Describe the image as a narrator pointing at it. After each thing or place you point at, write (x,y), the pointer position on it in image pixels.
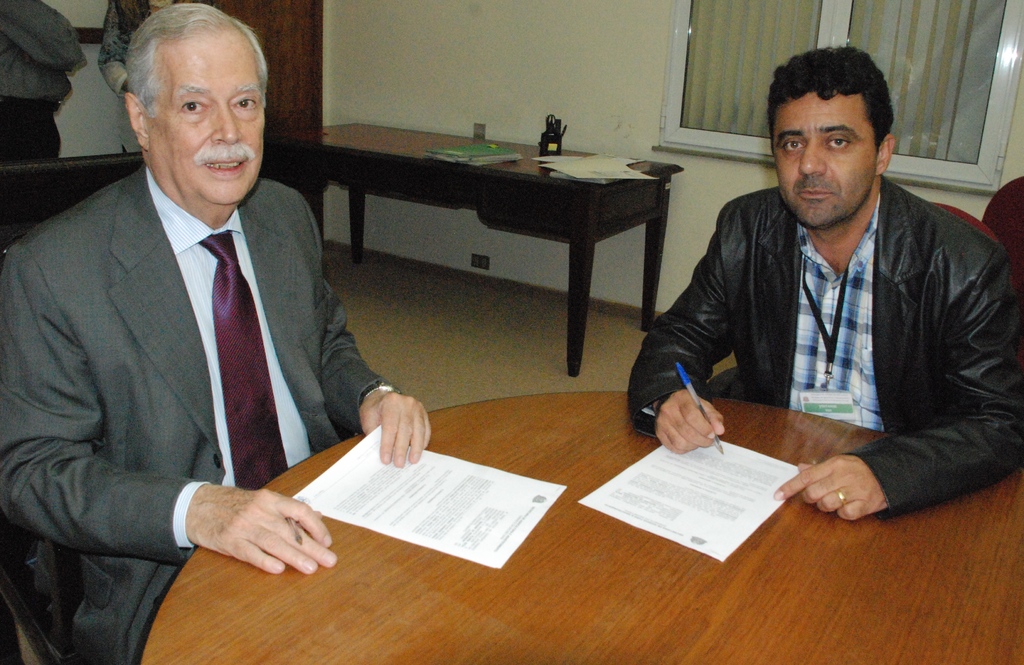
On the background (531,67) we can see a wall (449,77), door (320,21), window (774,33). This is a table (569,211) and on the table (642,202) we can see book (505,152), pages (555,165) and a black colour mug (555,134) and scissors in it. This is a floor (515,323). Here we can see persons (39,47) standing near to the door (266,16). We can see two men (864,337) sitting on chairs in front of a table (467,659) and on the table (386,616) we can see papers (687,525). Both persons (886,498) are holding pens (693,390) and papers (321,493) in their hands (305,526).
